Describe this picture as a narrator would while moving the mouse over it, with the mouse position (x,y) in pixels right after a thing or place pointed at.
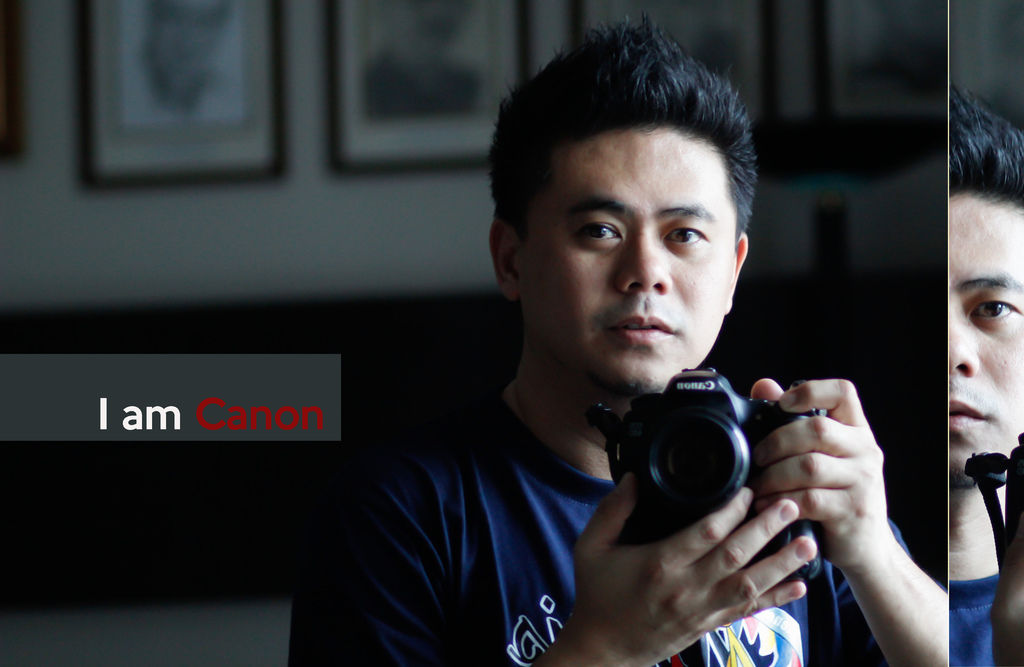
In this image there is a person (583,577) wearing blue color T-shirt (547,524) holding a camera (775,542) in his hand (716,512) and at the left side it is written as I'am canon.
